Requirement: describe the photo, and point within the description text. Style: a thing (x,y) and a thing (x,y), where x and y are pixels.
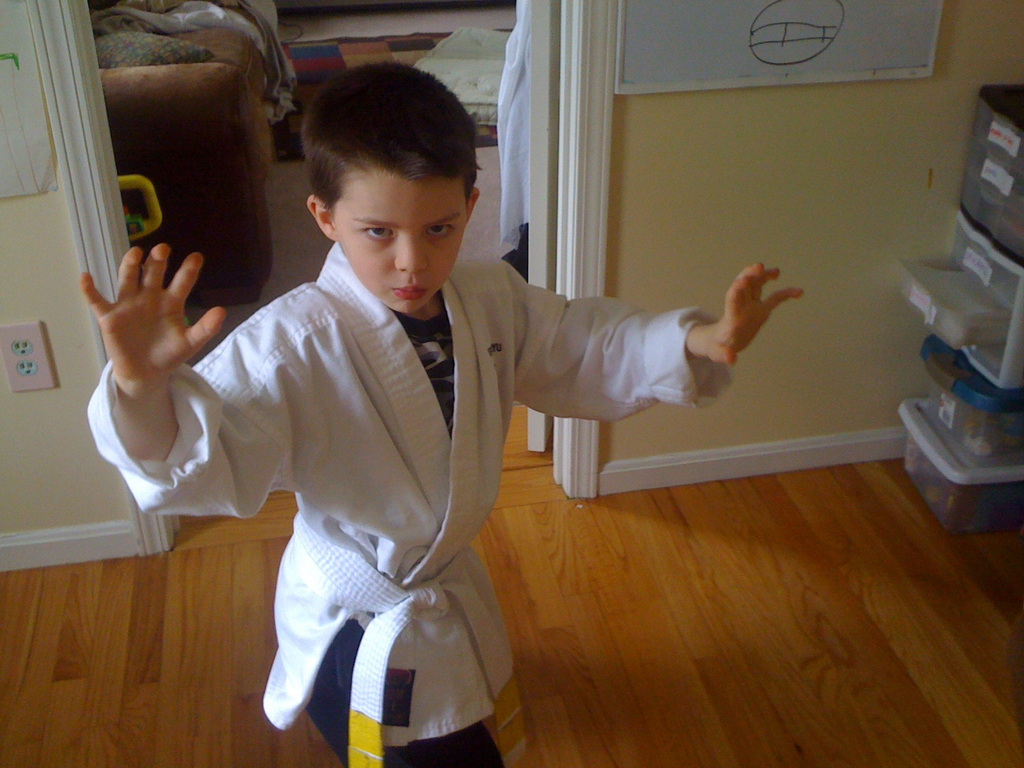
In this image we can see a person (365,319). Behind the person (374,279) there is a wall (654,142), sofa (208,93), carpet (400,57) and a door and on the wall (672,100) we can see a white board (782,67). On the right side of the image (1017,330) there are some objects (954,460) placed on the surface (898,549). On the left side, we can see a power socket (52,372).
